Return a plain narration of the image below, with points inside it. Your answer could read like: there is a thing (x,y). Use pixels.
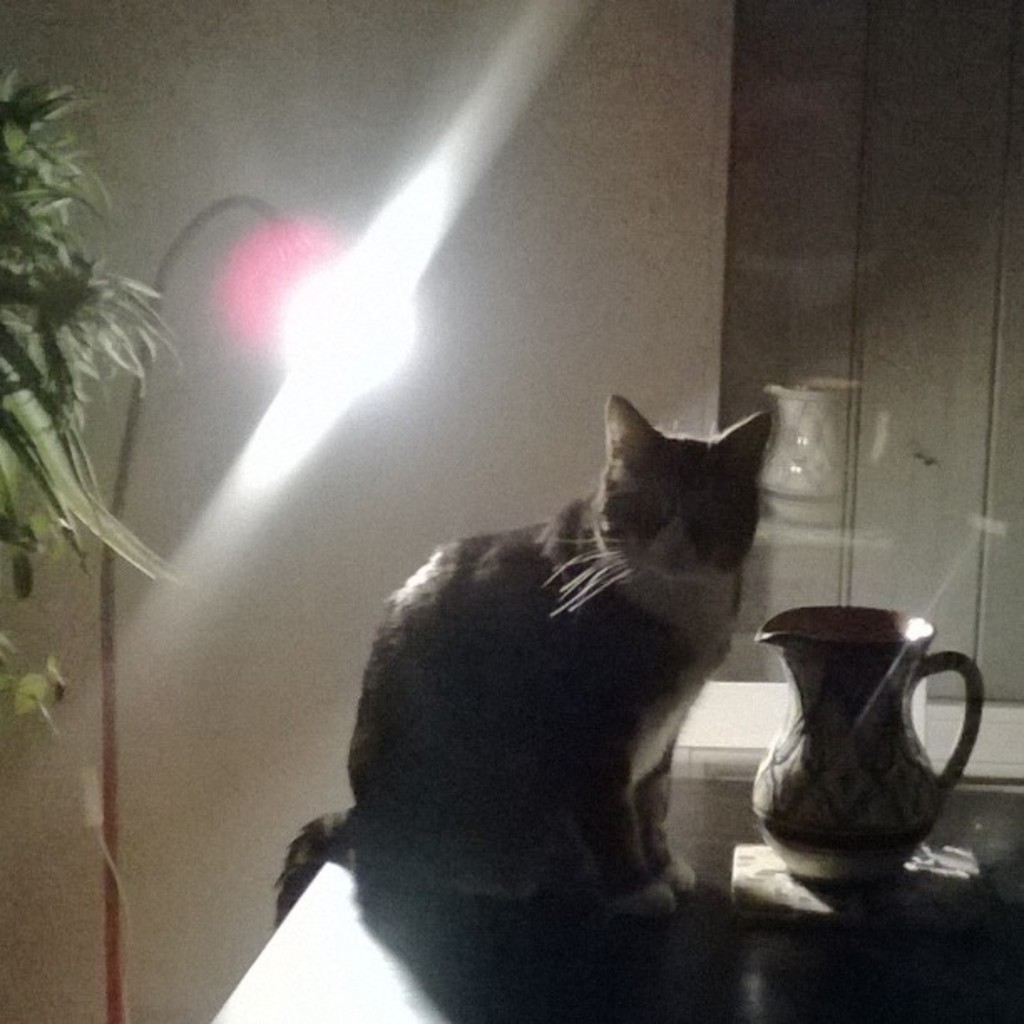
In the image we can see there is a cat (516,748) sitting on the table (909,975) and there is jug (901,761) kept on the table (926,975). Behind there is a plant (57,455) and there is a white colour wall (588,90). There is a jug (919,827) kept on the table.
